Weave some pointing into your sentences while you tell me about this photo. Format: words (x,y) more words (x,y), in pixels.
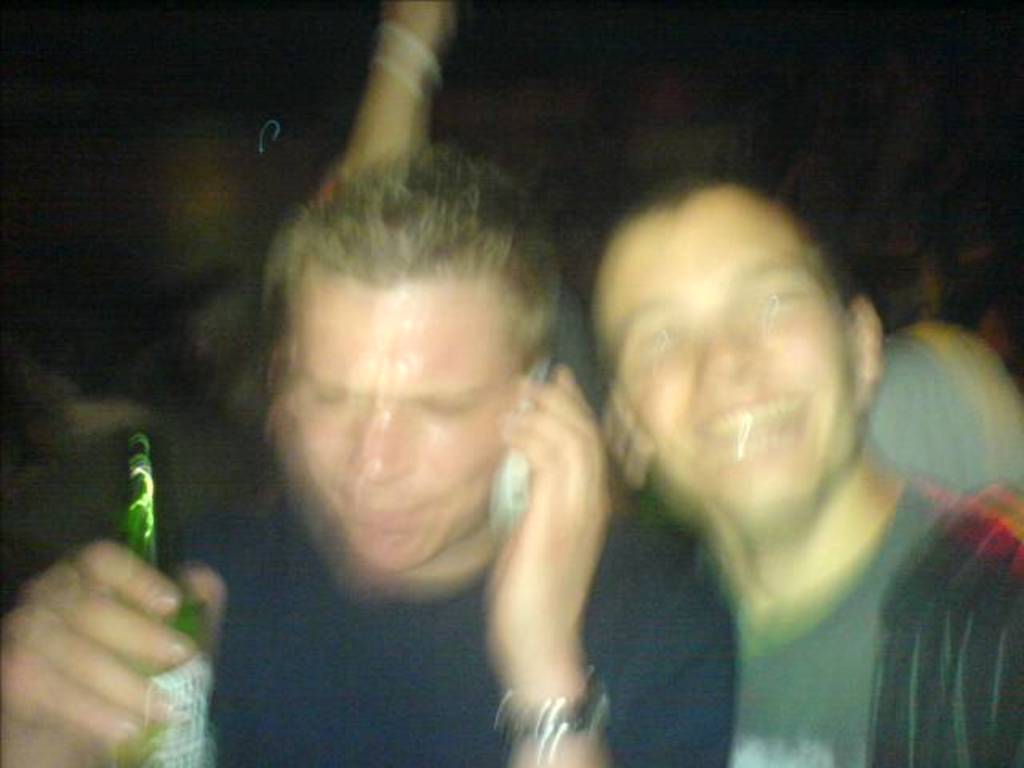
In the image there is a man (524,360) in the front (127,725) holding beer bottle (162,758) and talking on phone (501,492) and beside him there is another man (800,438) smiling.
